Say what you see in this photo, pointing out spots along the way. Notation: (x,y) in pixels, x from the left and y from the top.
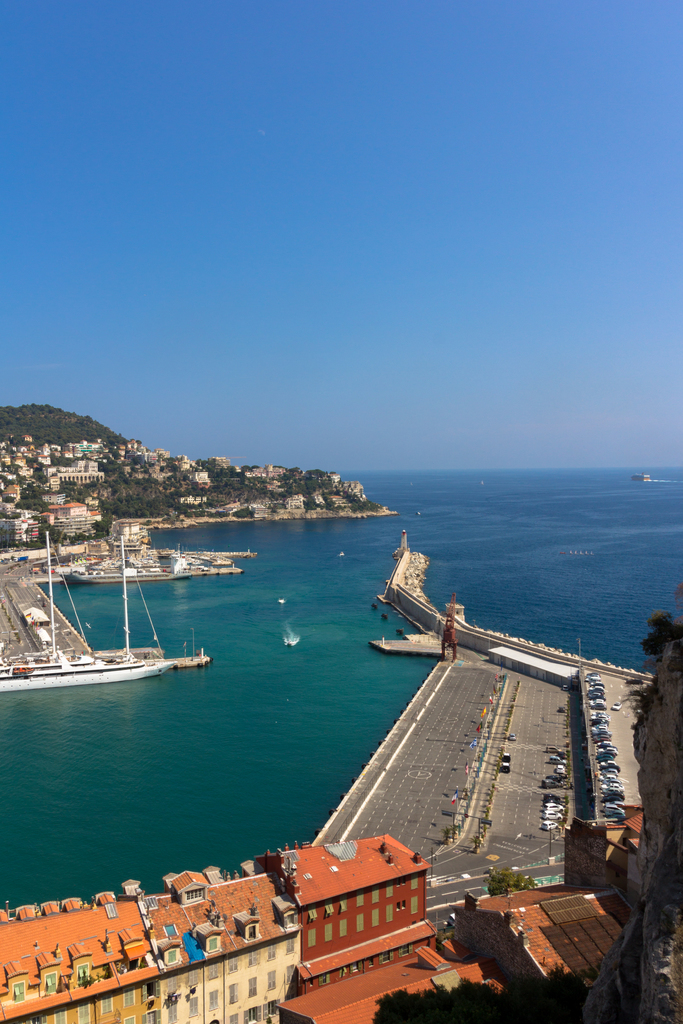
This image consists of a road (438,837) on which there are many cars (603,726) parked. At the bottom (419,945), there are buildings (505,978). In the middle (347,601), we can see an ocean (301,712). On the left (118,523), there are buildings (25,472) along with mountains (27,416). At the top (516,205), there is sky (516,205).
